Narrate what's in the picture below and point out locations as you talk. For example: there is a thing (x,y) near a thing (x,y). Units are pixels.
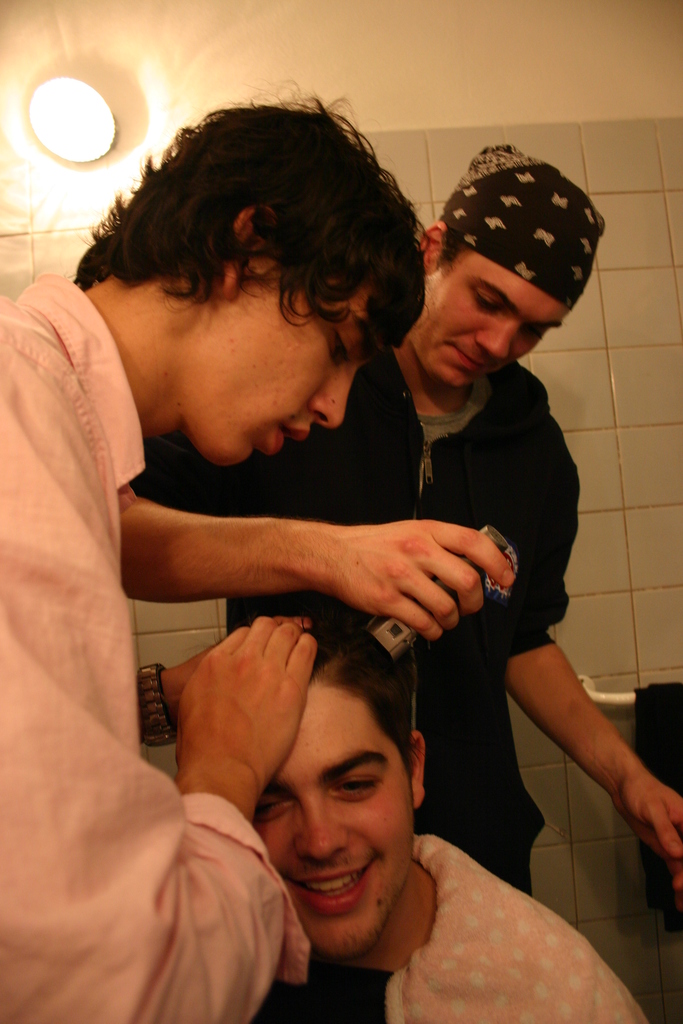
In this image I can see there are three persons (549,281) and on the left side (61,551) person (61,551) holding an object (397,626) and at the top (89,119) I can see a light (99,122), wall (678,79) visible at the top (168,93).
